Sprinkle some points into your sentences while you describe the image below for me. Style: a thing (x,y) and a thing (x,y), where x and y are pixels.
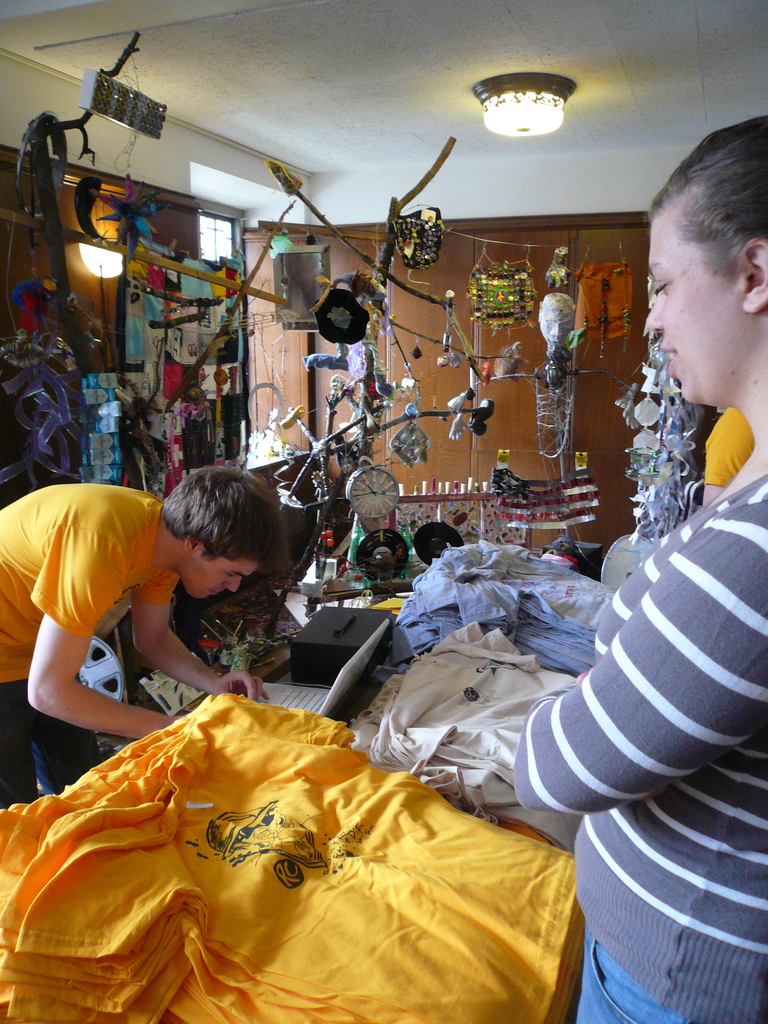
In the image we can see there are people (631,638) standing and wearing clothes (170,591). Here we can see clothes (419,913), clock (381,509), light (482,97) and other decorative things (109,395). Here we can see a wooden door (286,368).
